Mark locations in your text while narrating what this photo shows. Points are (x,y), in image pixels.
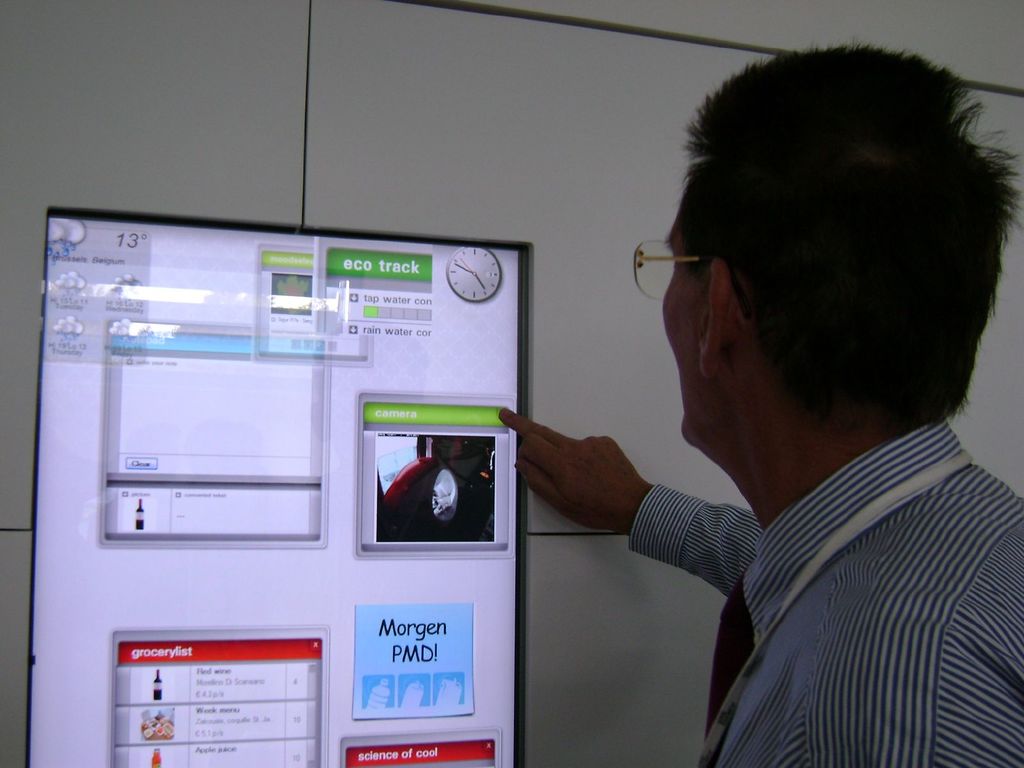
In this image we can see a person (591,496) wearing spectacles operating a monitor screen (74,508) of a device (352,501) with his finger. On the backside (429,104) we can see a wall (468,104).
